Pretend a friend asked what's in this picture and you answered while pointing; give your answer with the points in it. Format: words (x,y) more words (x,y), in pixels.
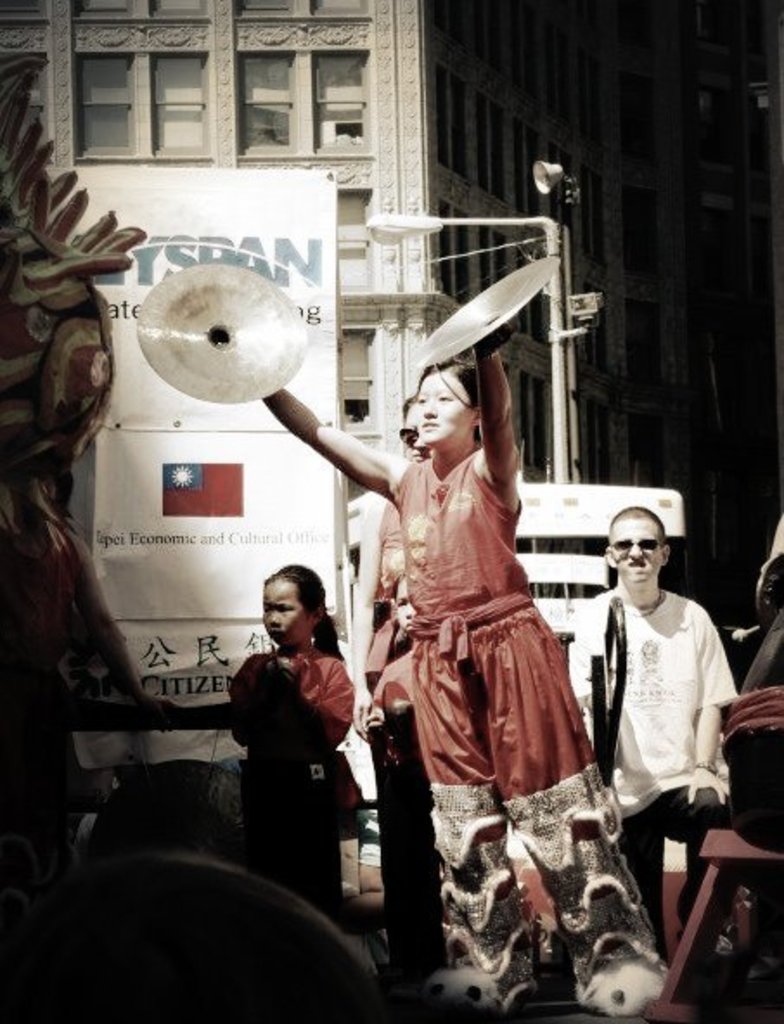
In this image we can see some persons (635,596), board (302,251) and other objects (749,770). In the background of the image (416,354) there is a building (635,378), poles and other objects (544,518).
